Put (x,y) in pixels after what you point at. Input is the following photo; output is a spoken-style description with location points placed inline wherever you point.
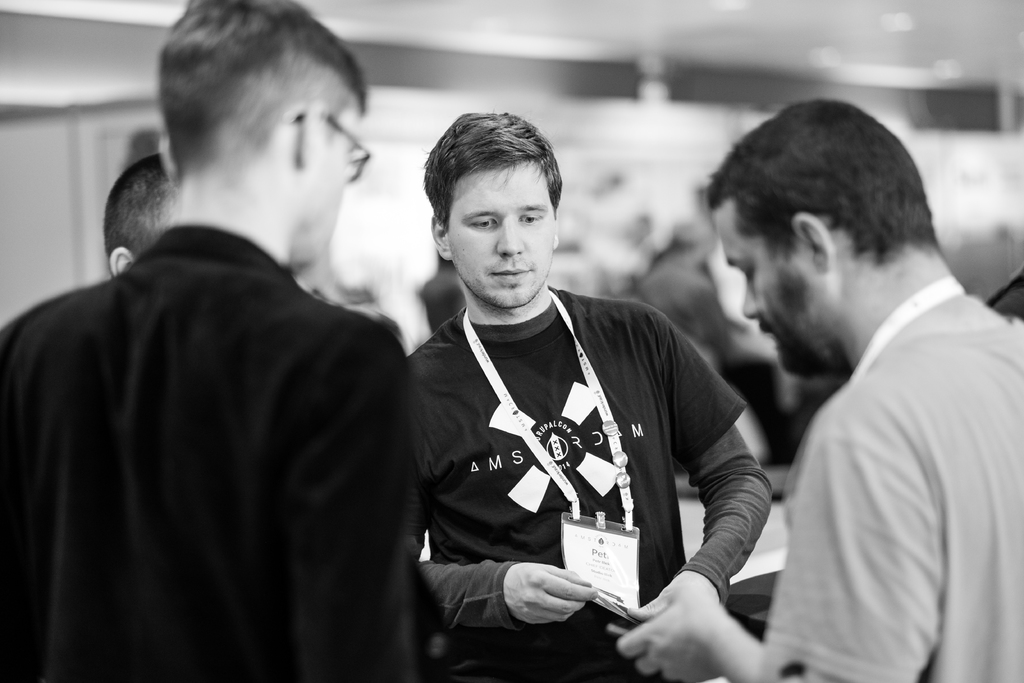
In this image we can see some people (458,428) standing. We can also see a person (568,598) holding his id card (588,560). On the right side (839,583) we can see a person (741,659) holding something in his hand (724,639).
